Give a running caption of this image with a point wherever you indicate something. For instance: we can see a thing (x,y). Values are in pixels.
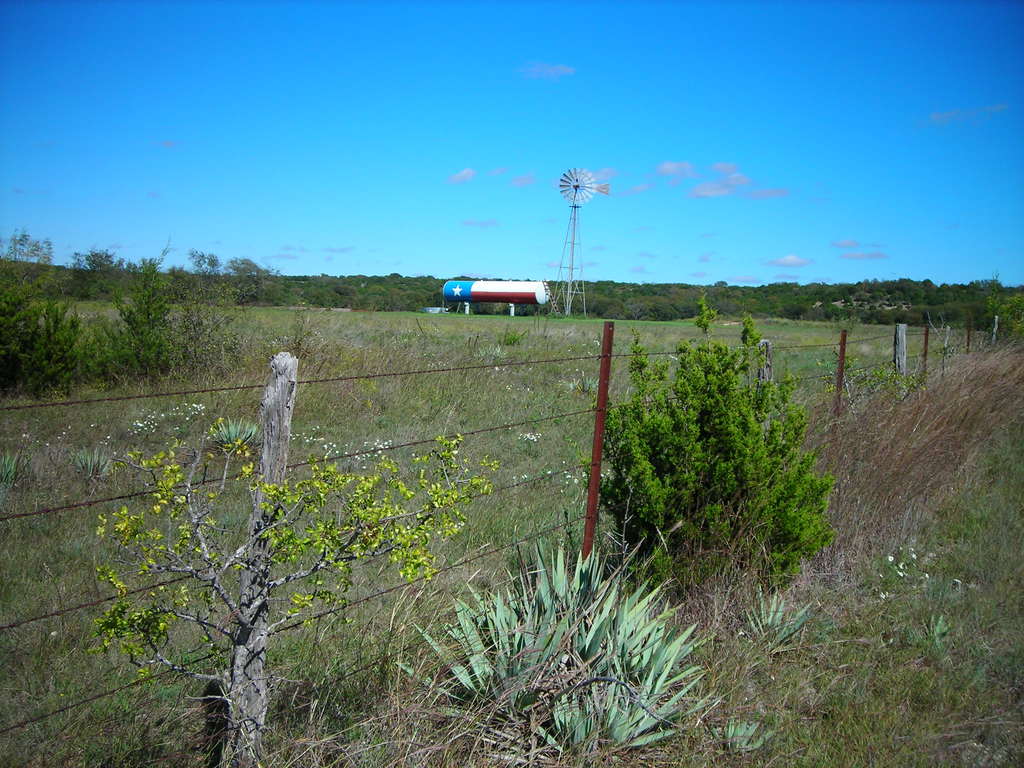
In this picture we can see fence (799,381) with rod (589,498), land (585,429) with grass (354,346) and trees (185,319) and here we can see tower (569,225) and a tanker (507,290) with star symbol (460,289) and in the background (396,286) we can see bushes (645,290), sky (662,204) with clouds (660,167).
